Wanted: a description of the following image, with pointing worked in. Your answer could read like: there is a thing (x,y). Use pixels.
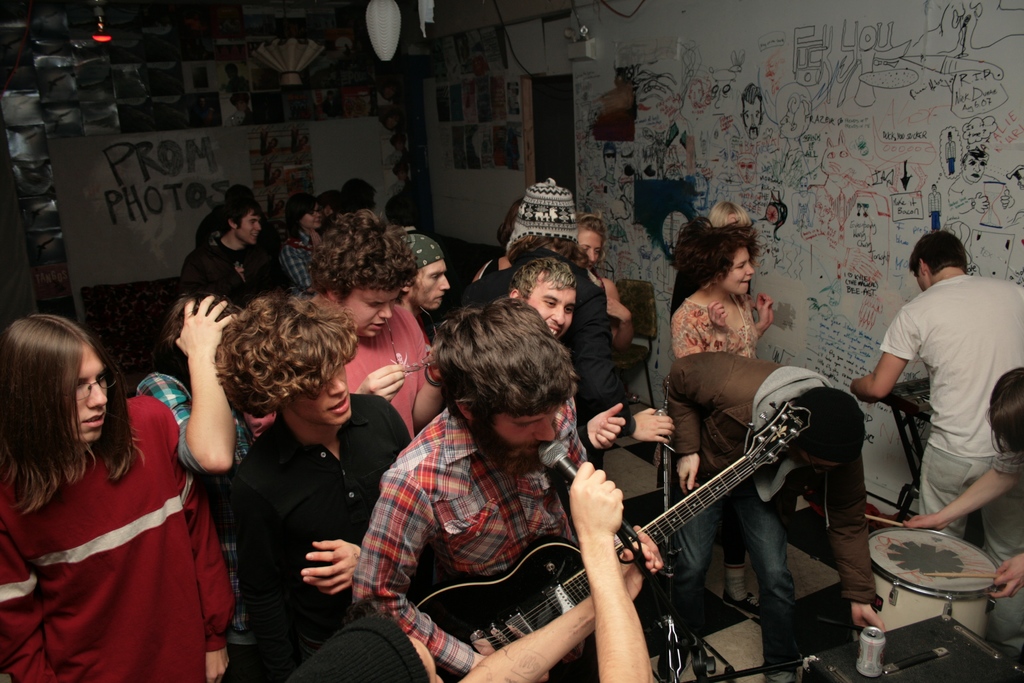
There are some people (301,426) in the room (460,374), one of the guy (603,519) is holding a microphone (567,465) in front of the another guy (457,517), who is holding a guitar (472,610). There are men (447,368) and women (130,417) in this room (137,209) and some drums (970,563) here. In the background (848,188) there is a wall (814,141) on which some crayons (800,162) were scribbled here.
